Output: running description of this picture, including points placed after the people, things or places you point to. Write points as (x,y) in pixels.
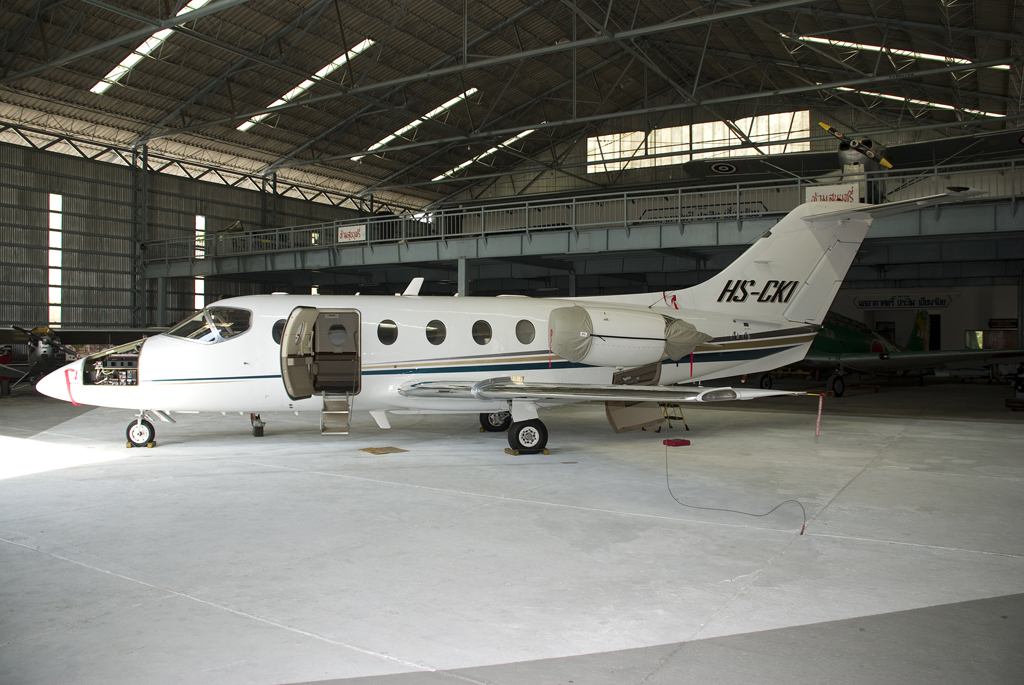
In this image we can see an aeroplane (430,334) on the surface (160,500). At the top of the image (461,48) there is shed (270,42) with rods (129,40). In the background of the image (558,207) there is railing (520,208). To the left side of the image (132,231) there is wall (24,186).
